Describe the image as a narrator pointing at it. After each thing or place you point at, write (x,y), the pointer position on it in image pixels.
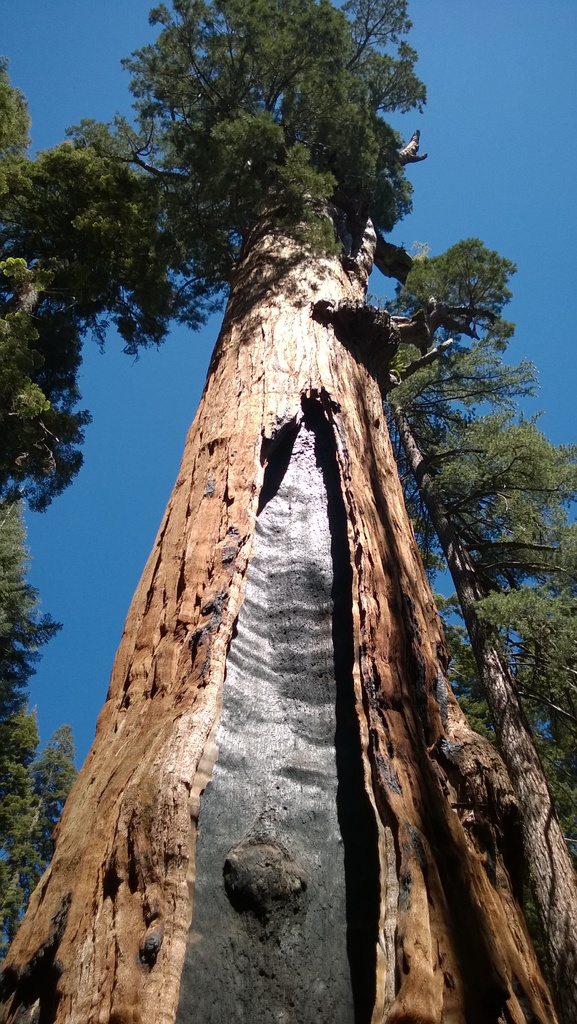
In the center of the image (279,441) there is a tree (222,624). Image also consists of trees (24,612) in the left (21,600) and in the right (474,560). Sky (556,400) is also visible.
